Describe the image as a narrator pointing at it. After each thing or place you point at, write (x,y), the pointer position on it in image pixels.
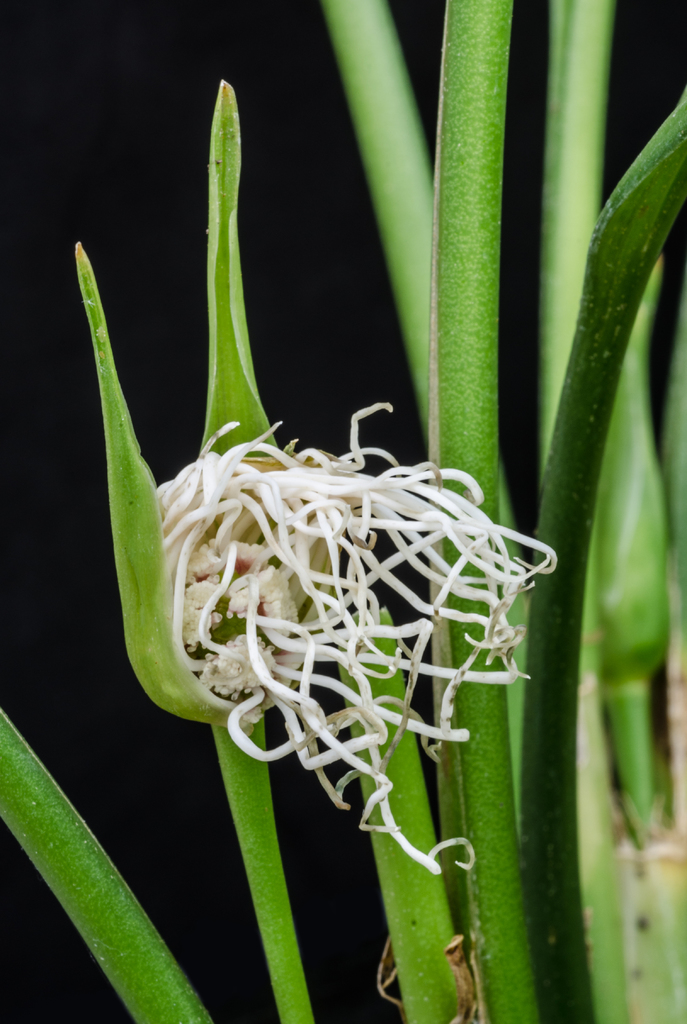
In this image we can see a plant (483,618) with a flower (313,683).
